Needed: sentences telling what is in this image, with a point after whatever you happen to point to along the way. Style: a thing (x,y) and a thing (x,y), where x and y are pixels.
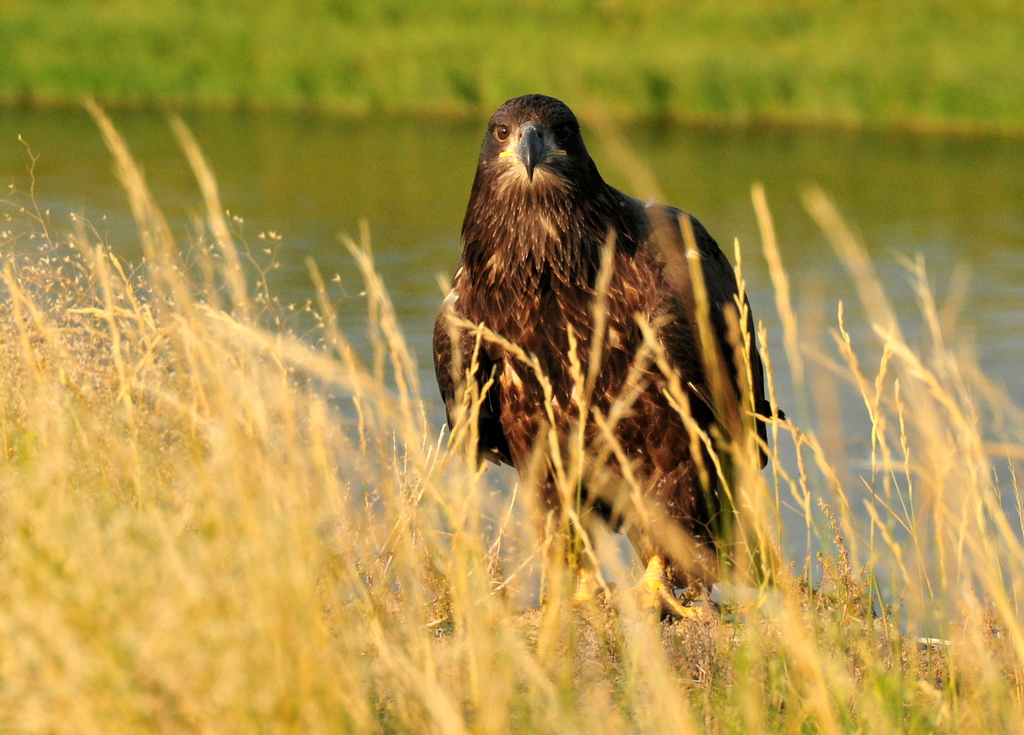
This is bird (596,390), there is grass (602,22) and water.
